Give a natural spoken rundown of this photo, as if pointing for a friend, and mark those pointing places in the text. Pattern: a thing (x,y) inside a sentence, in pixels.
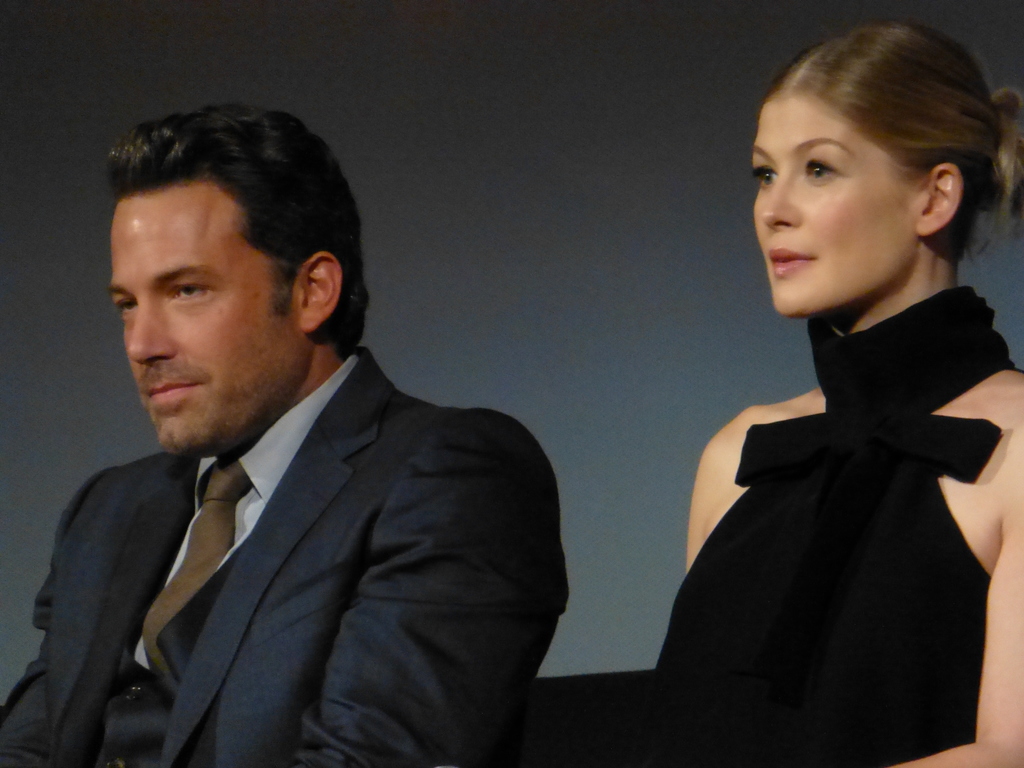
In the foreground of the picture (317,425), on the left (262,329) there is a person (305,505) in blue suit (350,574) and on the right (863,500) there is a woman (845,524) in black dress (848,520).
